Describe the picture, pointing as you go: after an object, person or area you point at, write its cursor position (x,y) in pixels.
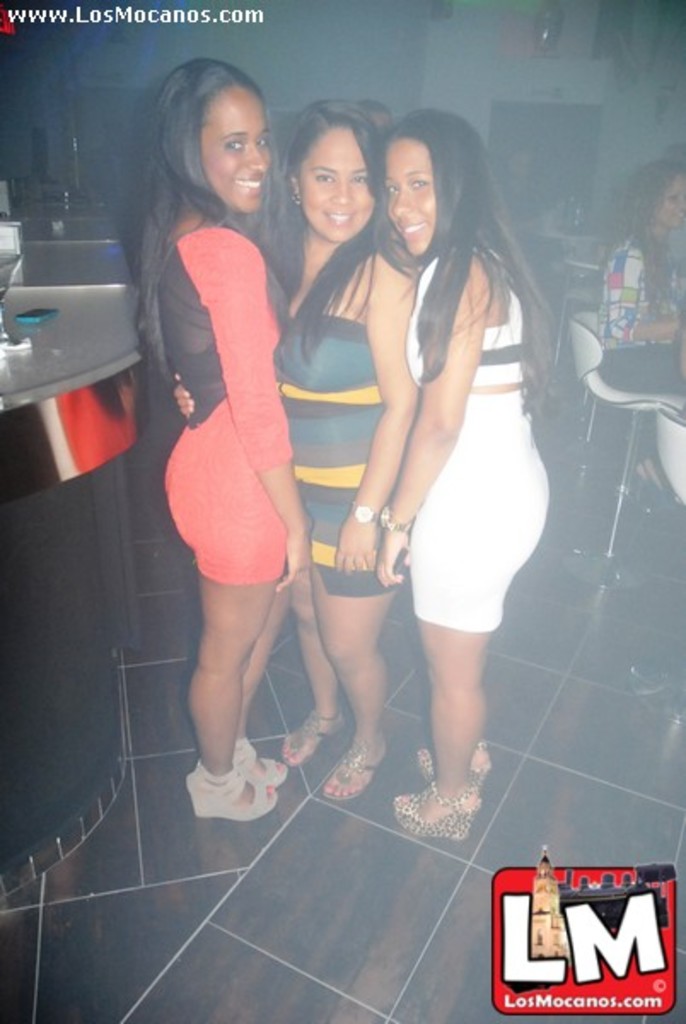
In this image I see 3 women (306,228) who are standing and I see that all of them are smiling and I see the floor (164,646). In the background (665,466) I see few chairs (669,440) and I see few people (627,295) and I see few things (70,287) over here and I see the wall (276,61) and I see the watermark (192,14) on the top (237,11) and on the bottom (571,919).
